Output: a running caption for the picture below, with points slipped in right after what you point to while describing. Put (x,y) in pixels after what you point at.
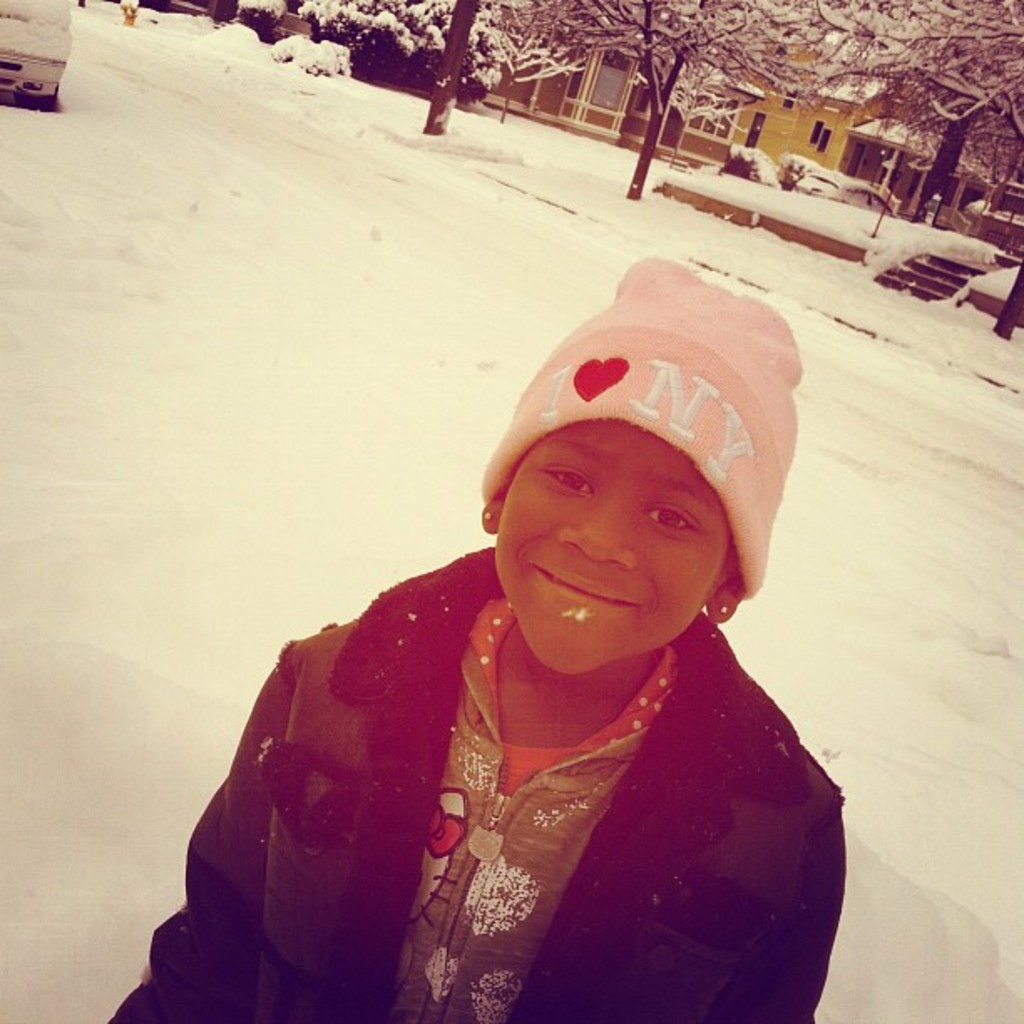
In this image I can see a person (531,747) wearing pink cap (698,362), green dress (485,646) and jacket (395,729) is standing on the snow (168,497). In the background (43,64) I can see a car (57,52), few buildings (631,81), few trees (590,15) and the snow (539,156).
